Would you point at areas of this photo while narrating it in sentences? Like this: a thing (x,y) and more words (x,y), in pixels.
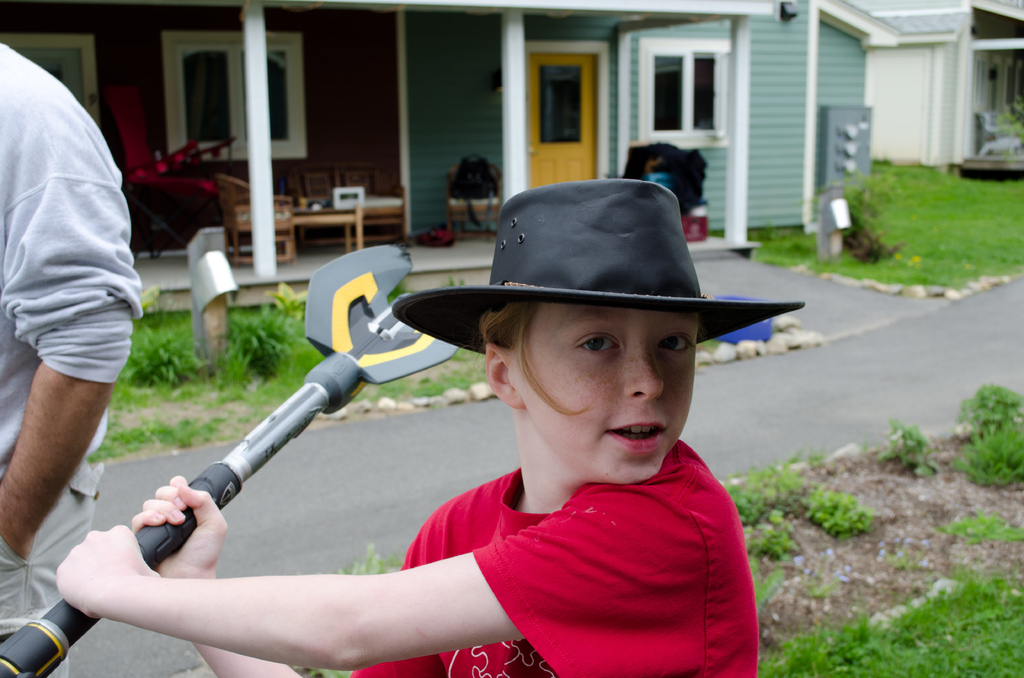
In this picture we can see a boy (646,502), he is wearing a hat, holding a stick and in the background (441,490) we can see a person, road (429,483), grass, some stones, buildings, chairs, bags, pillars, windows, plants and some objects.
